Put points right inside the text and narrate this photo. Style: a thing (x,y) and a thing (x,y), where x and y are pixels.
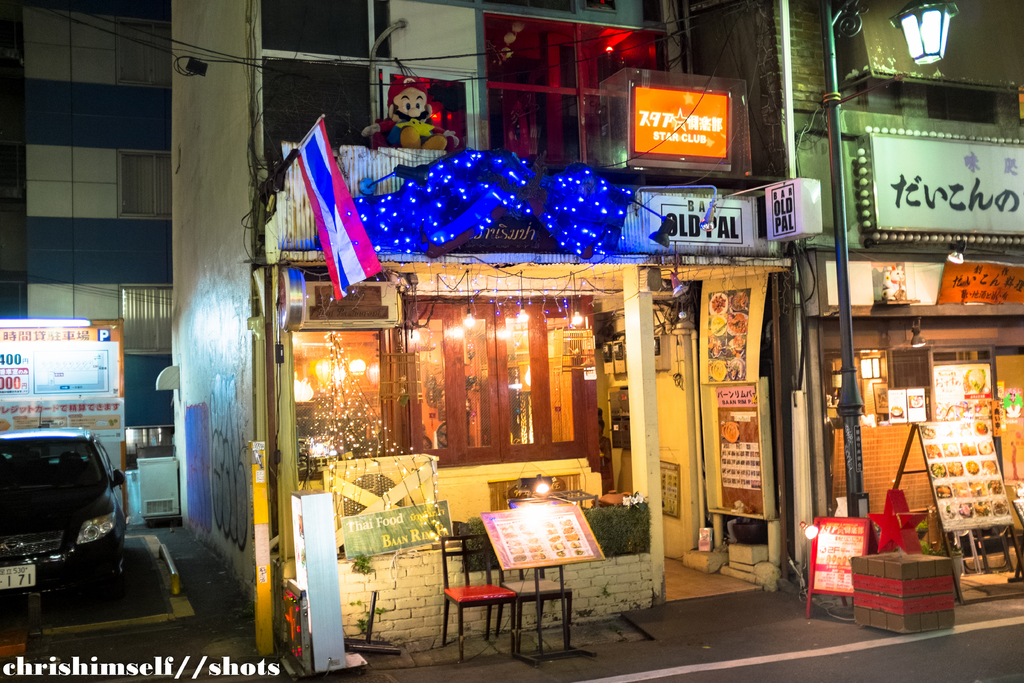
In this picture there is a flag (343,208). There are lights (376,219) in a shop (612,392). There is a streetlight (930,45). There is a chair (467,595). There is a car (36,566). There is a board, box (885,560).
